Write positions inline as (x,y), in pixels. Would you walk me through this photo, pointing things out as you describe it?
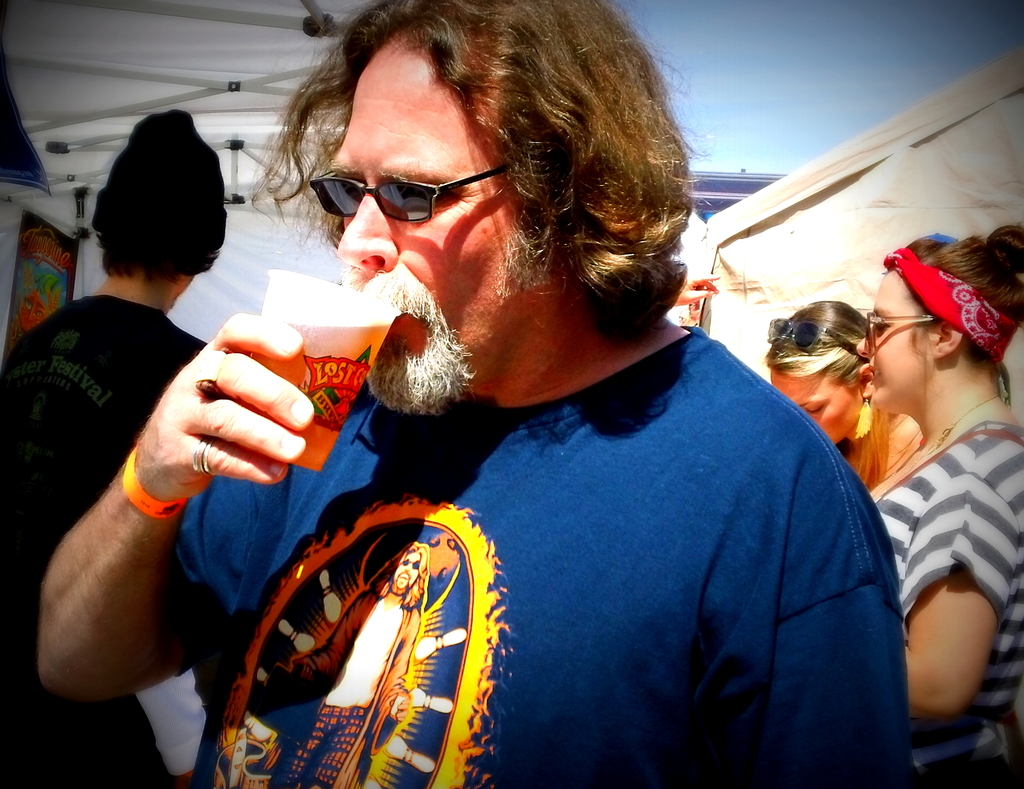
At the top (815,83) we can see sky (739,90). Here we can see a man (344,460) wearing a blue shirt (593,562). We can see a wristband (133,492) to his hand (171,495). he is holding a glass (299,376) in his hand (269,377) and drinking. He wore goggles (426,197). Behind to him we can see persons (788,346) standing.
